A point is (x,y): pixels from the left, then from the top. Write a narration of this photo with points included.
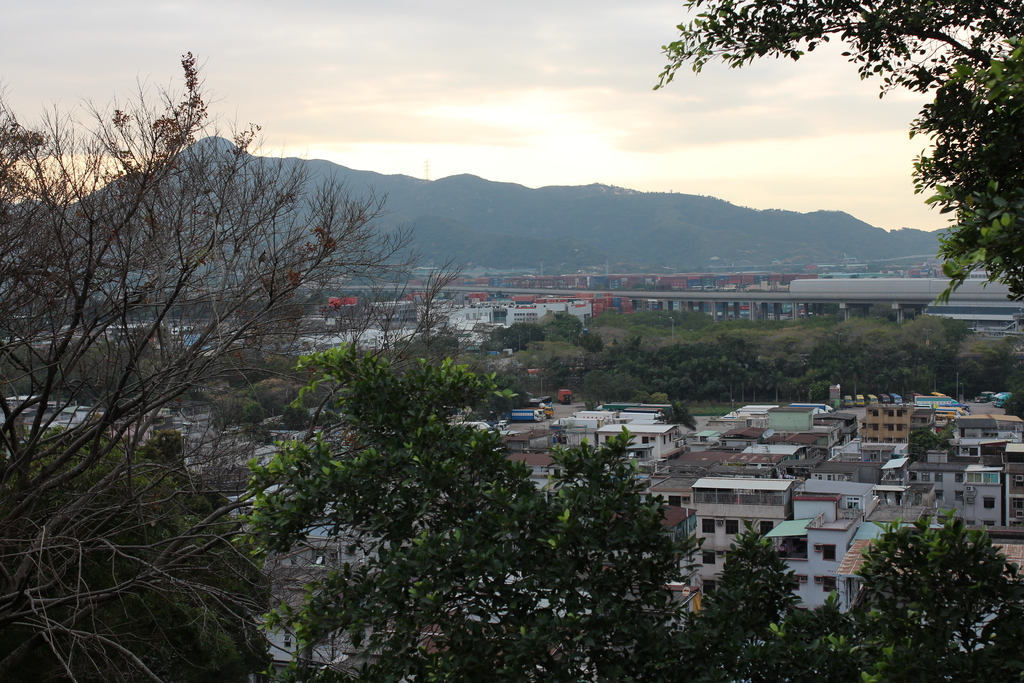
In this picture we can observe trees (609,481). There are houses (741,439). We can observe a bridge (727,299) here. In the background (376,200) there are hills (723,216) and a sky (904,219).
